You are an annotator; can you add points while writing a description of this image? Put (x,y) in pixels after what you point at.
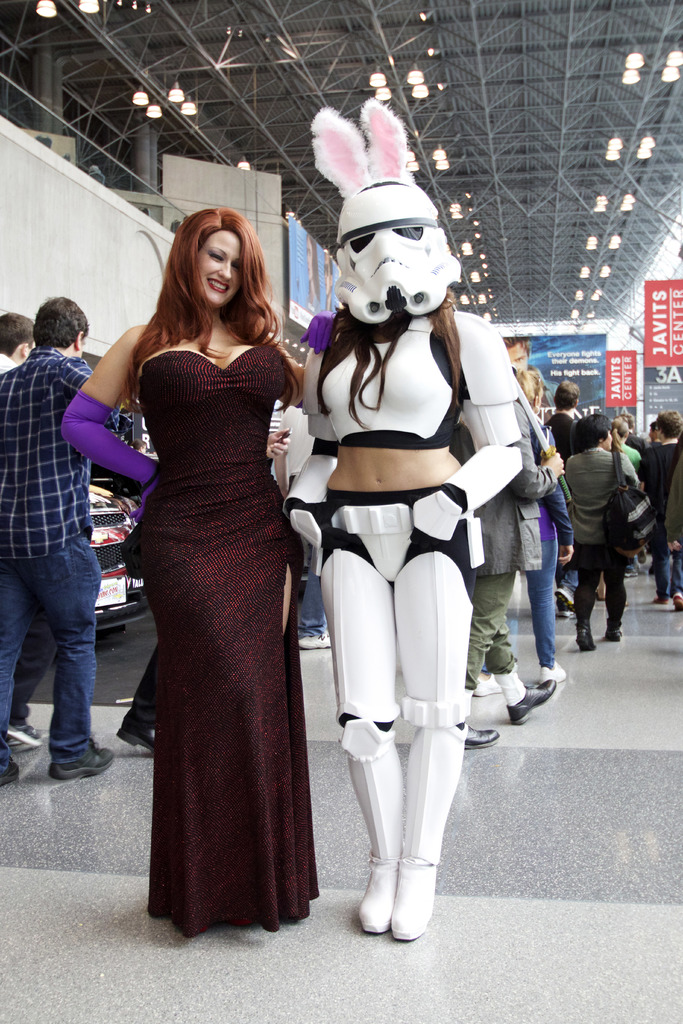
In the center of the image (340,521) there are two women (363,556) and one woman (381,406) is wearing a white and black combination dress (398,376) with a mask (396,263). In the background (28,548) there are few people (60,530). At the top (548,81) there is roof (575,81) for shelter. Lights (176,93) are also visible in this image. On the right (661,305) there are red color boards (669,301).
